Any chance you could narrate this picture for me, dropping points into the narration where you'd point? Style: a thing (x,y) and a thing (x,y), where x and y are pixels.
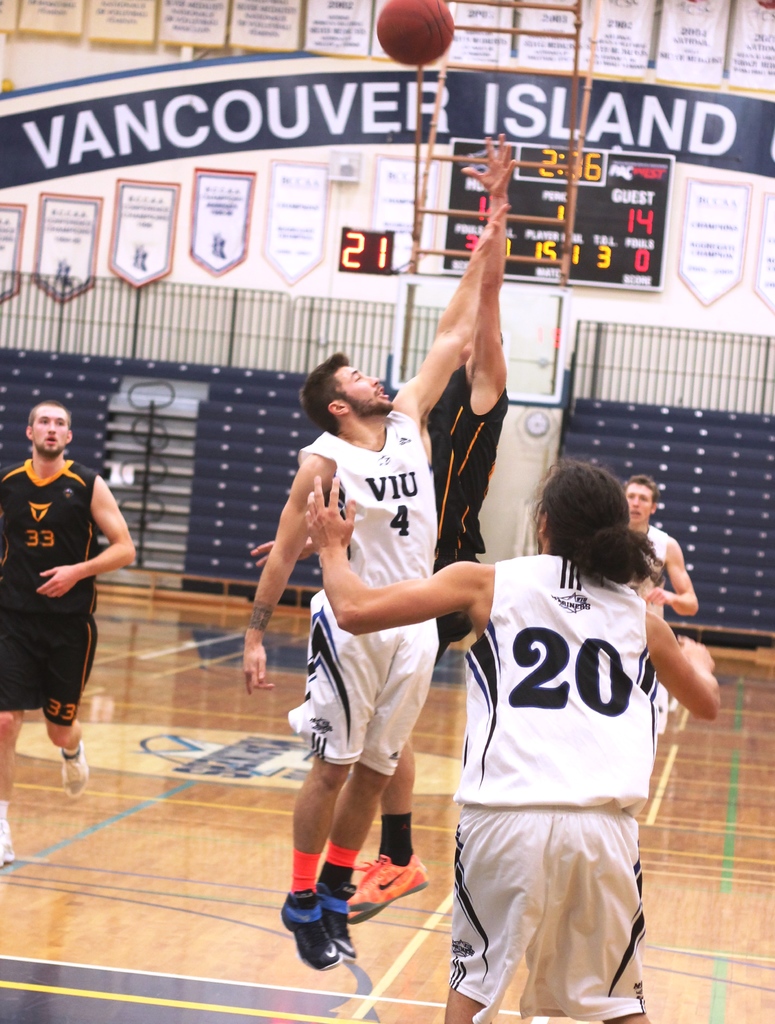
In this image there are a few players (414,602) playing on the floor (268,940) and there is a ball (418,31) in the air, two people (395,513) are trying to catch it, behind them there are few object (435,110), papers (155,253), frames (408,215), a digital screen (595,269) and some text (733,244) on the wall (603,298).
